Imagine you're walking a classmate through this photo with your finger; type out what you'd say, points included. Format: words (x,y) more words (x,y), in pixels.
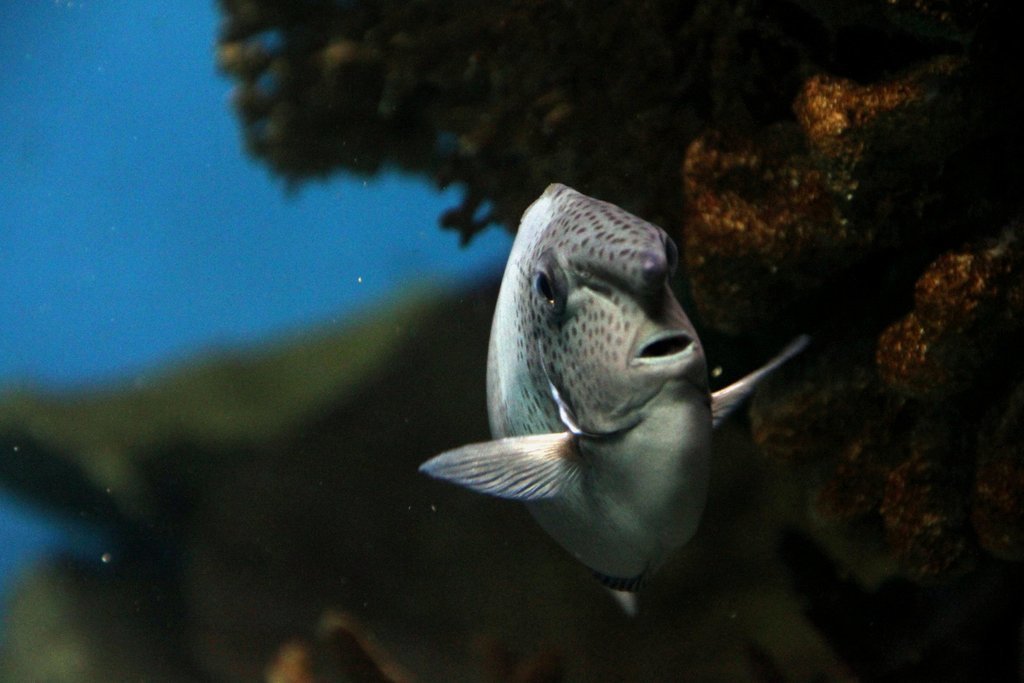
There is a fish (646,472) in water (329,228).
